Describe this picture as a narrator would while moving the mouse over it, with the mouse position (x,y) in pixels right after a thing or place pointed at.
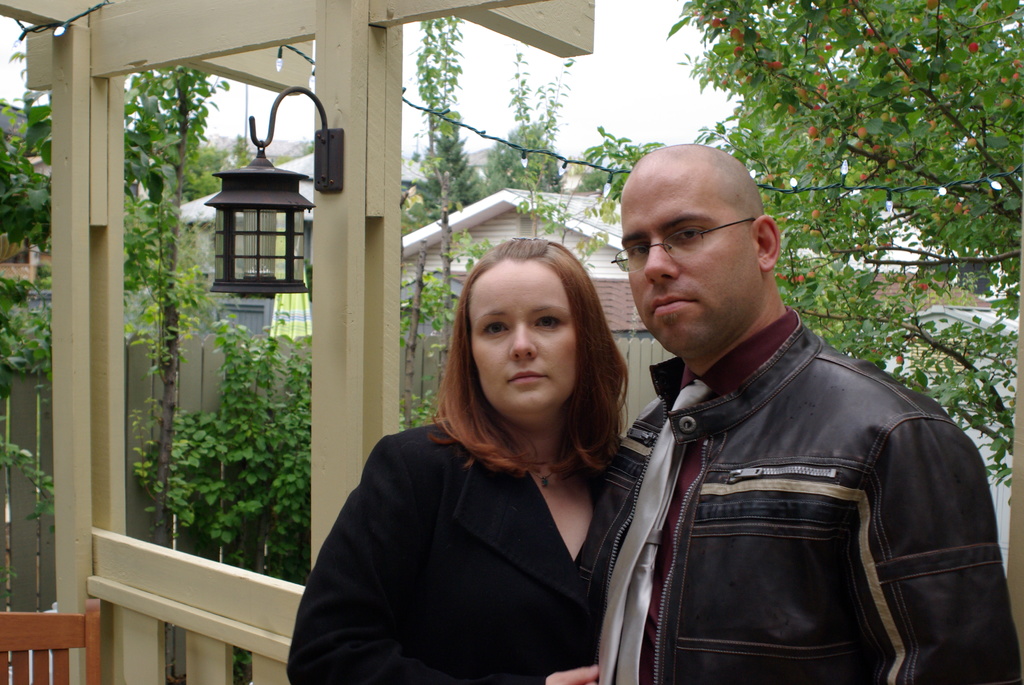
In the image we can see there are people (482,548) standing and behind there are trees (924,334) and buildings (436,246).
